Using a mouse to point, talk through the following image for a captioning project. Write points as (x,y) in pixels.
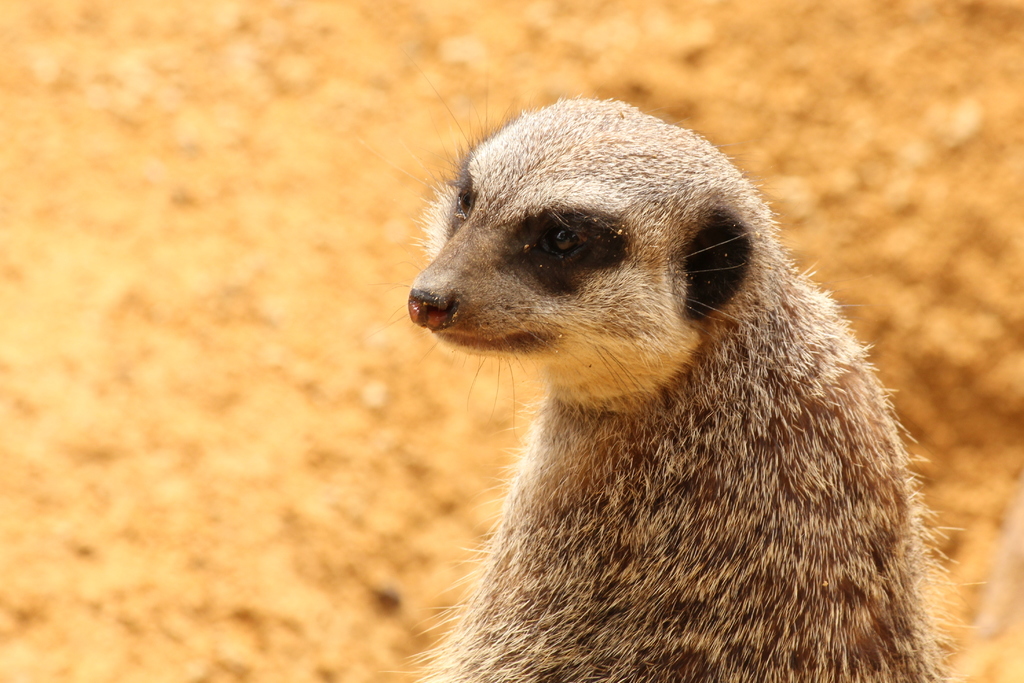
In this image, I can see a meerkat (615,547). There is a blurred background (196,605).
